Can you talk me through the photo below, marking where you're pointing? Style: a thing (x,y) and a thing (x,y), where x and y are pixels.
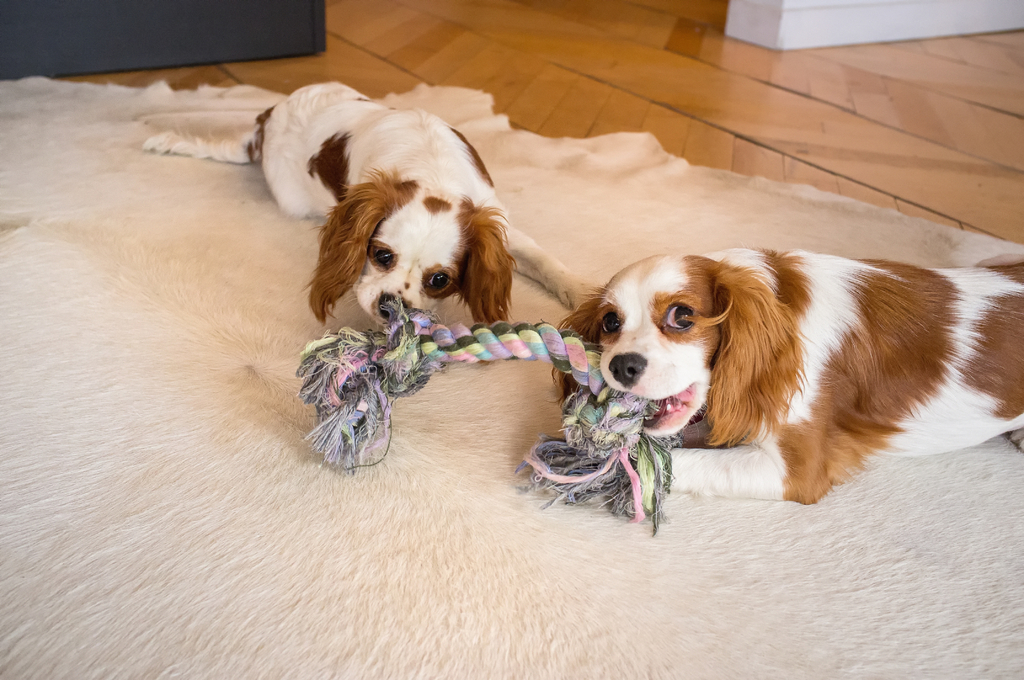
At the bottom of the image (319,559) I can see the carpet (358,532). In the middle of the image (491,324) I can see the dogs (326,235).
